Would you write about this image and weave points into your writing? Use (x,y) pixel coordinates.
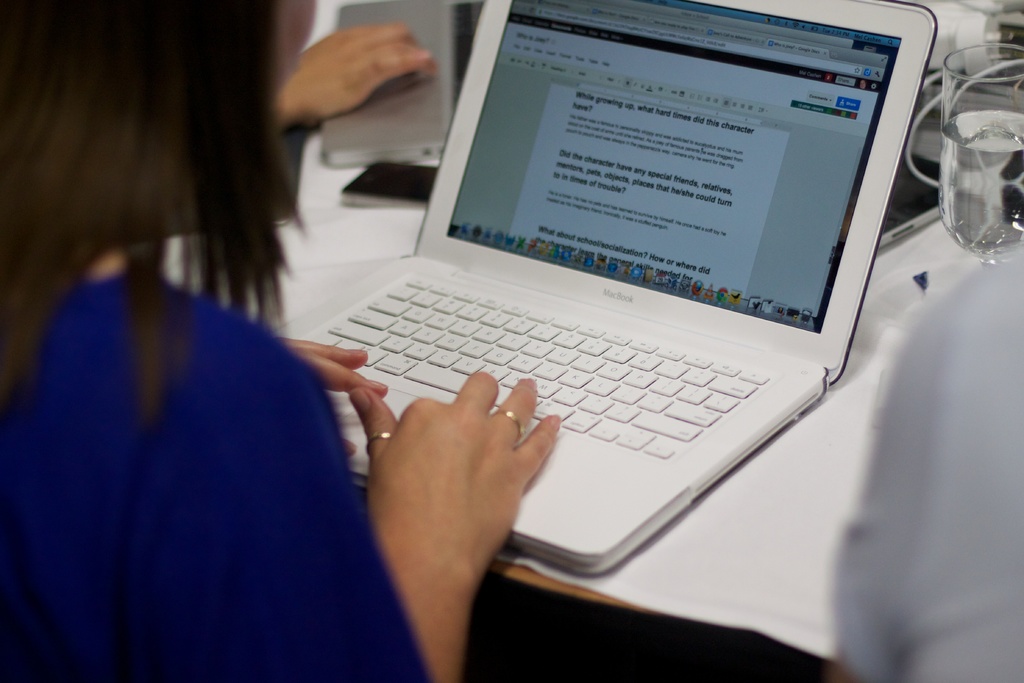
In this image we can see a woman (501,479) is sitting, in front (814,29) there is a laptop (445,288) on the table (844,464), beside there is a glass (950,125) and some objects (935,89) on it.
